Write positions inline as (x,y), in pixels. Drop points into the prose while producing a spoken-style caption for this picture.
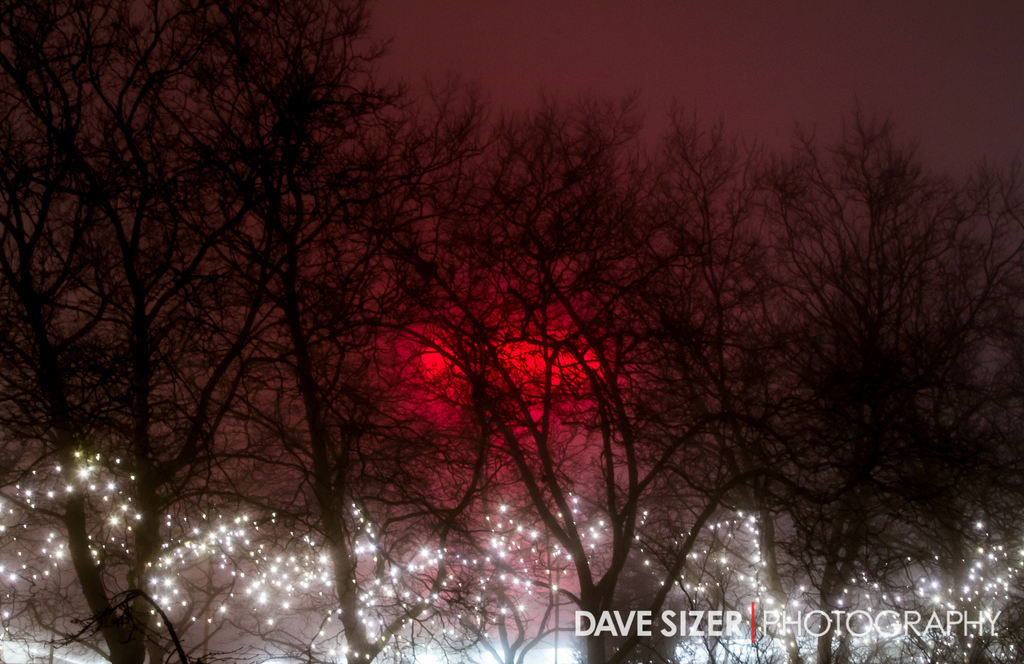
In this image I can see few dry trees (445,361), lights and the background (571,39) is in red, black and grey color.
